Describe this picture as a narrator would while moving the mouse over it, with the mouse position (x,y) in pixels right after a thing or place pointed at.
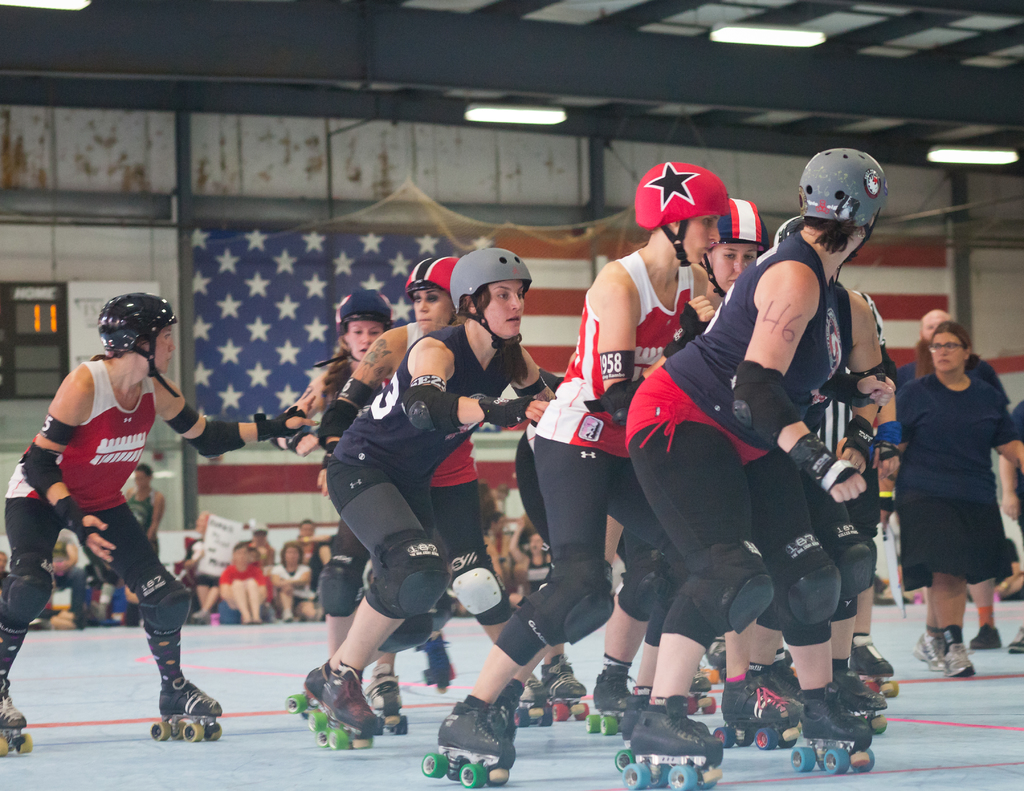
In the foreground of this image (571,499), there are people (603,581) skating on the floor (325,754). In the background (251,573), there are people (250,560) sitting, a net (437,229), a flag (355,255), wall (344,151) and few lights (783,46) to the ceiling (792,139).
